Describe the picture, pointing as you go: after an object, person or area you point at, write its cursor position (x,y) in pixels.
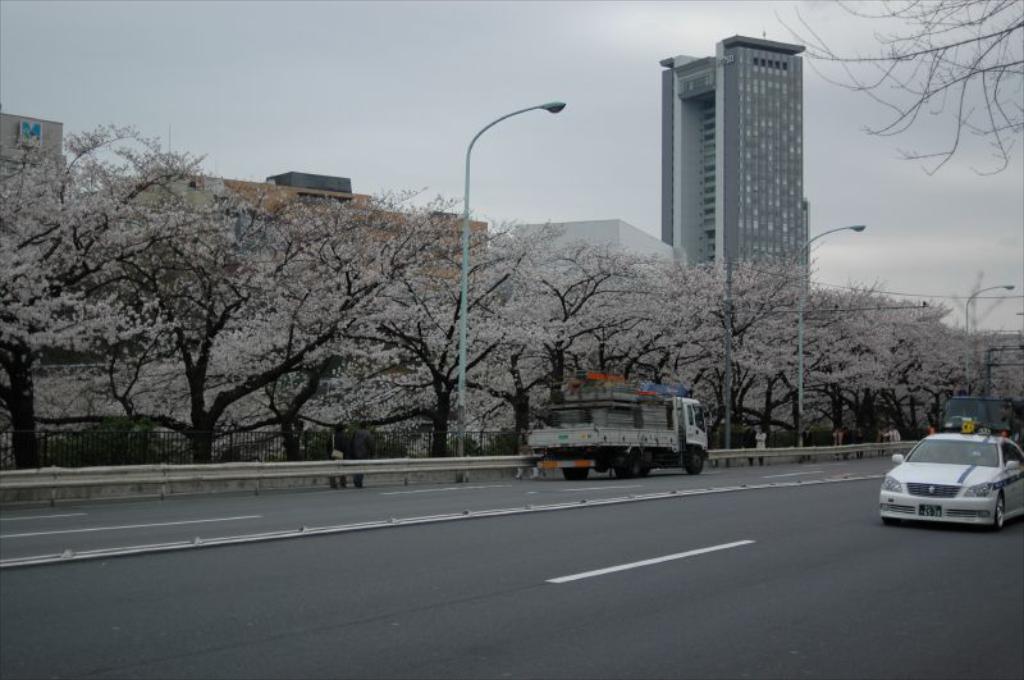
In this image there are vehicles (978,460) on the road (610,595). There are street lights (799,265). In the background of the image (419,295) there are trees (566,277), buildings (14,140) and sky (408,71).
